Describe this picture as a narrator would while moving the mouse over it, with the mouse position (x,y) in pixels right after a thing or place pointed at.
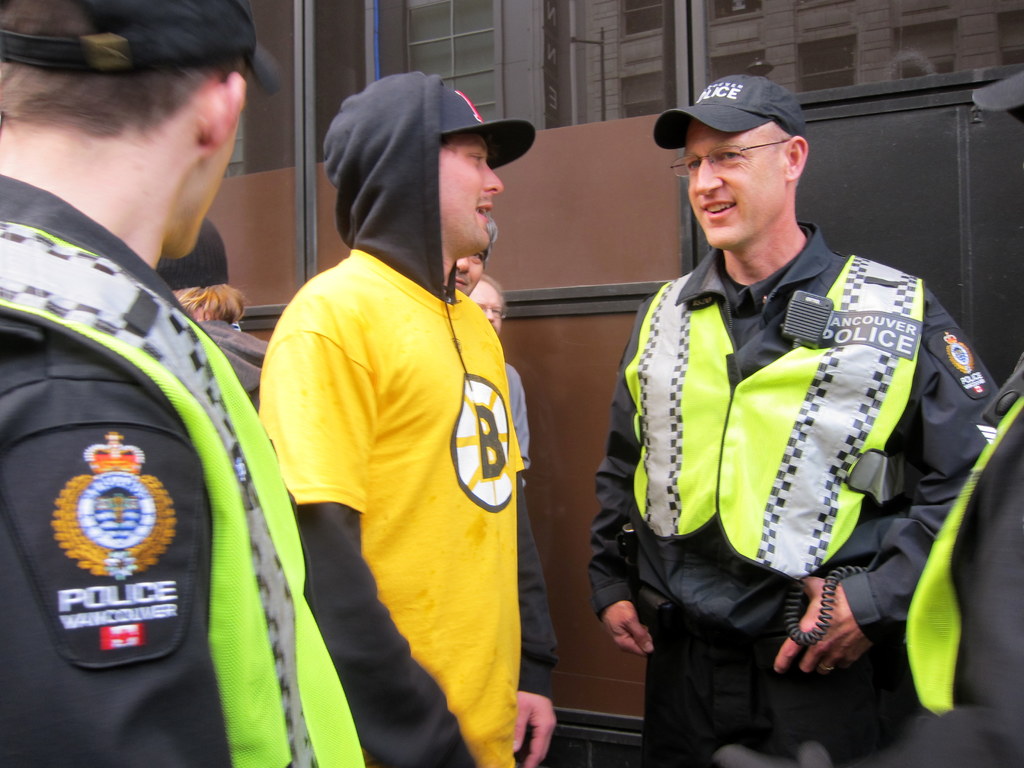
In this image there is a person (403,511) wearing a cap (445,103). Beside him there is a person (732,437) wearing a jacket (771,382). He is wearing spectacles (695,155) and a cap (738,116). Right side (929,664) there is a person (948,666). Left side (30,385) there are few persons (45,309). Background (569,358) there is a glass wall (598,54) having the reflection (744,27) of a building (767,58).
